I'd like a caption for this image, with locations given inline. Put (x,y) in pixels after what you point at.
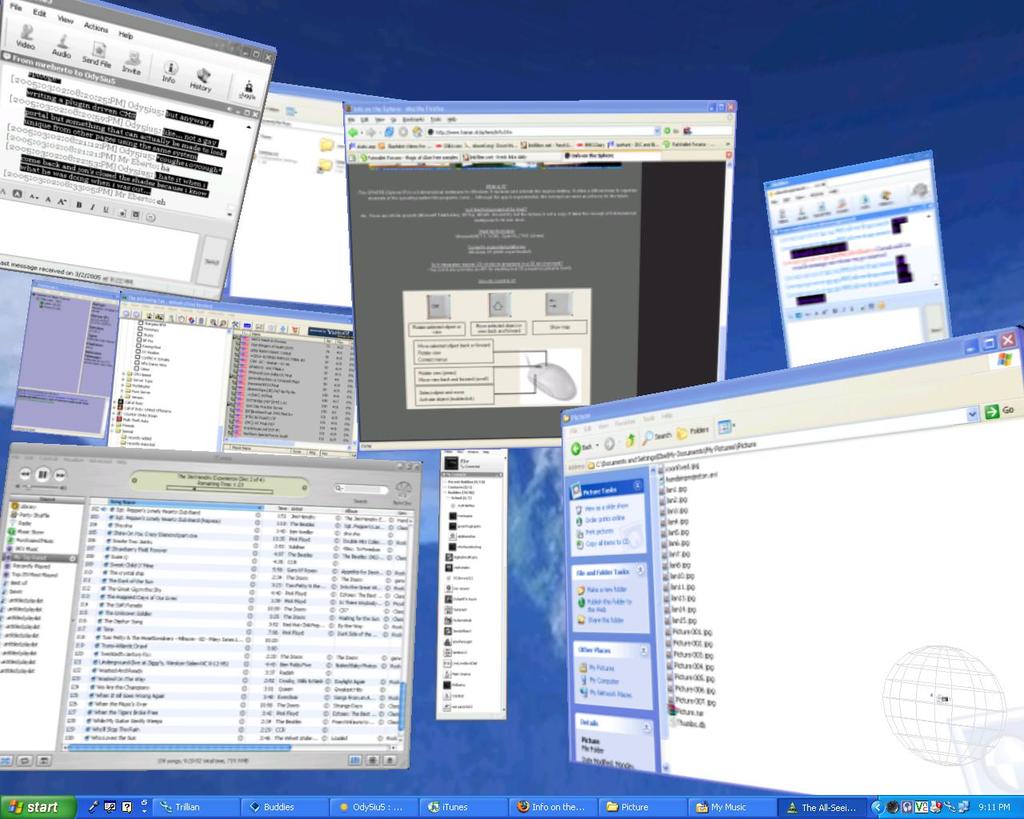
In this image we can see there is a monitor (479,329), in which there are multiple tabs (411,517).
